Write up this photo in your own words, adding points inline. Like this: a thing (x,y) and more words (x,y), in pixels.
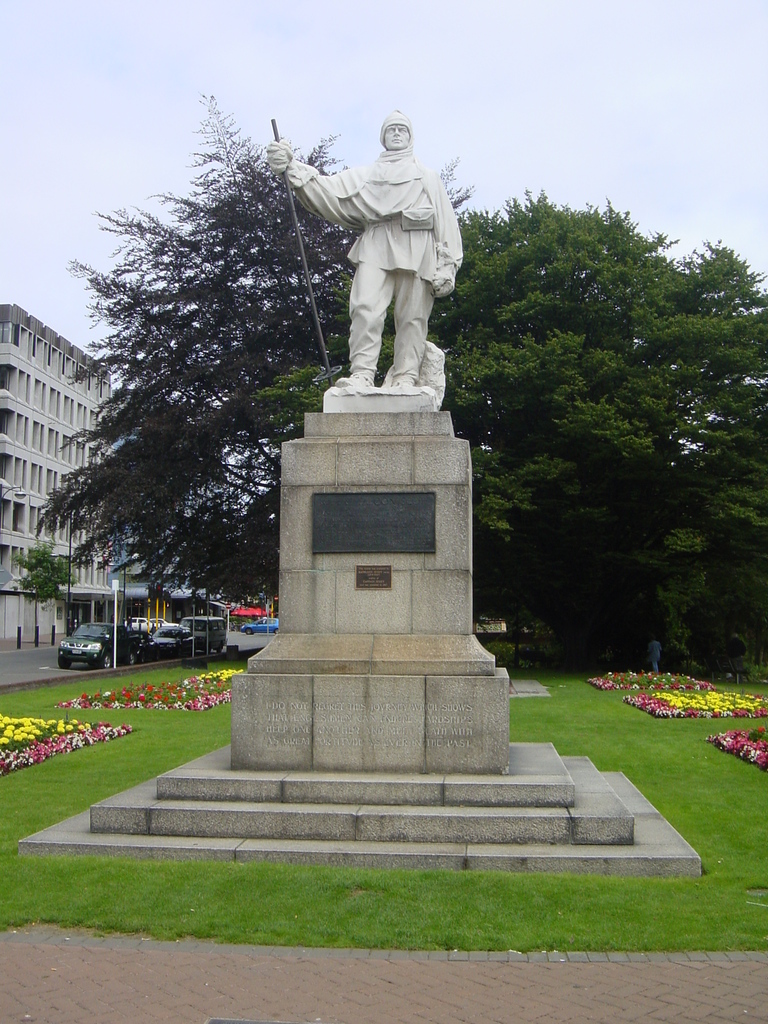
In the image there is a statue (413,313) of a person (399,313). On the ground (590,745) there is grass (78,908) and also there are flowers (14,726). In the background (549,517) there are trees (601,419), cars (83,643) and also there is a building (30,326).
